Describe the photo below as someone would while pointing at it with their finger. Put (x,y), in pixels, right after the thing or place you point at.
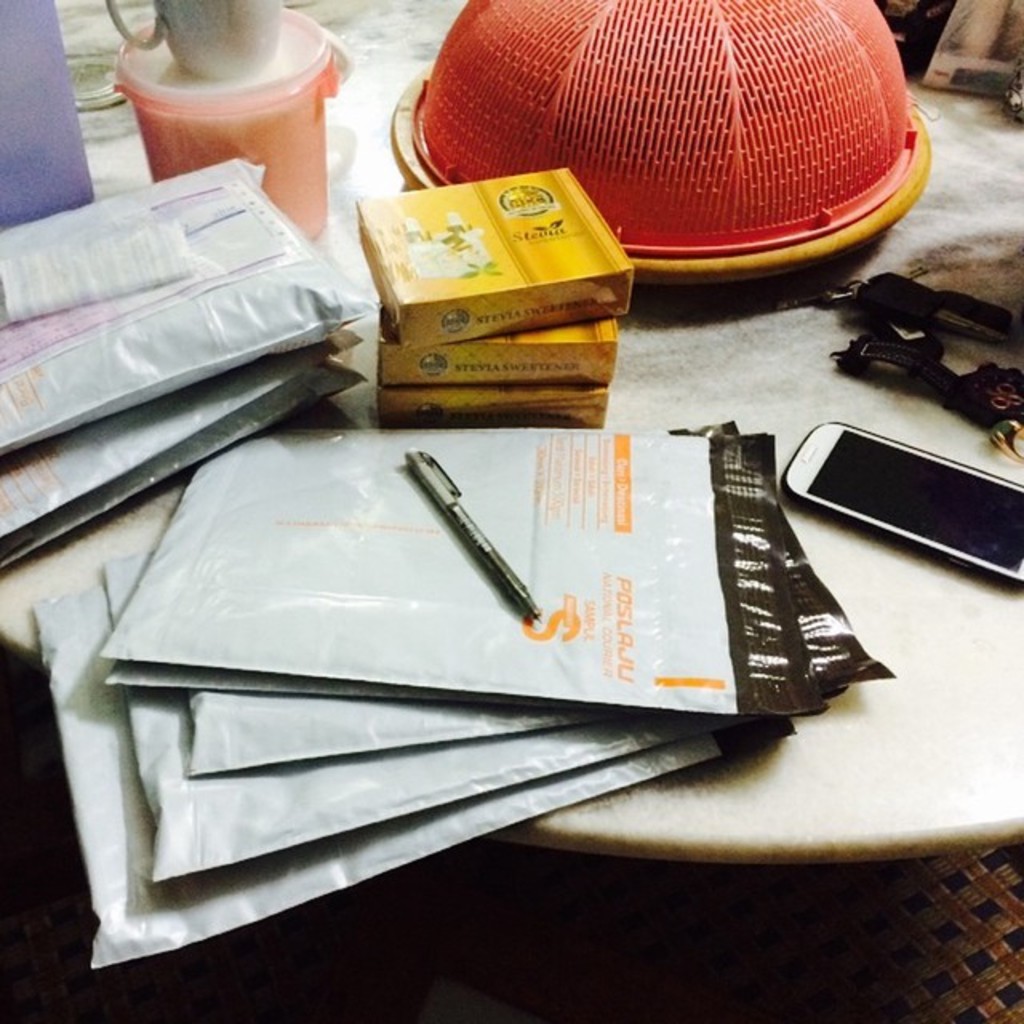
In this image we can see a table (823,716) and on the table (698,363) we can see a pen (445,506), boxes (434,286), cup (234,25), packets (262,464), mobile phone (852,490), watch (955,379), key chain (930,317) and also some other objects (586,21). We can also see the floor (882,946).
